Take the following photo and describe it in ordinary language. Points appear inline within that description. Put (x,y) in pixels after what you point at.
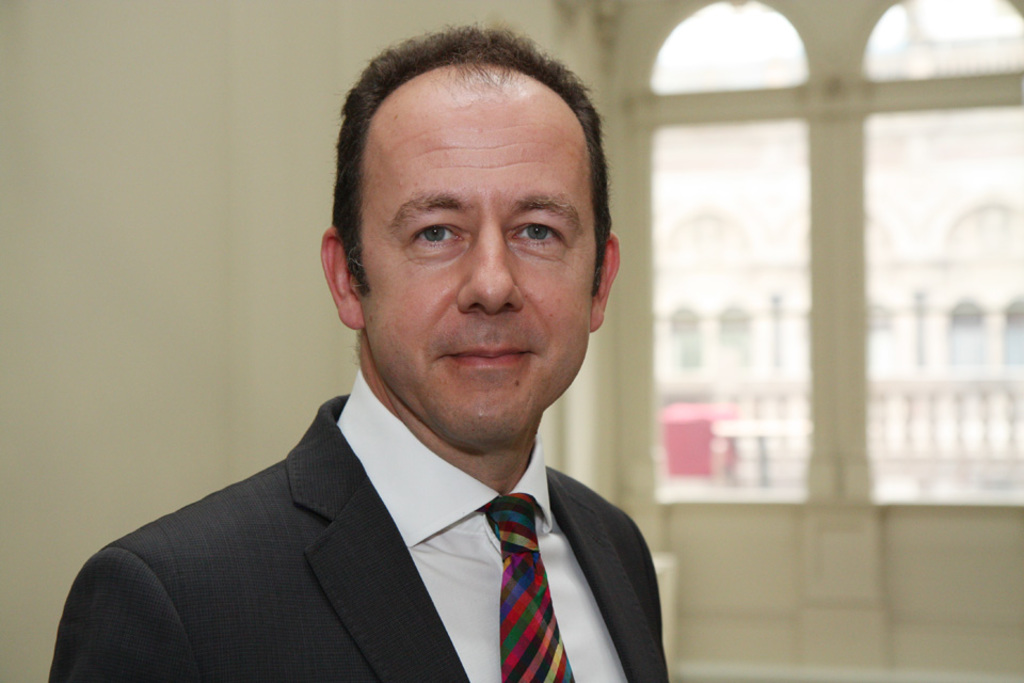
In this image in the foreground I can see a person (91,660) on the right side (758,53) we can see windows (923,51), in the background (214,158) there is the wall (210,159).
